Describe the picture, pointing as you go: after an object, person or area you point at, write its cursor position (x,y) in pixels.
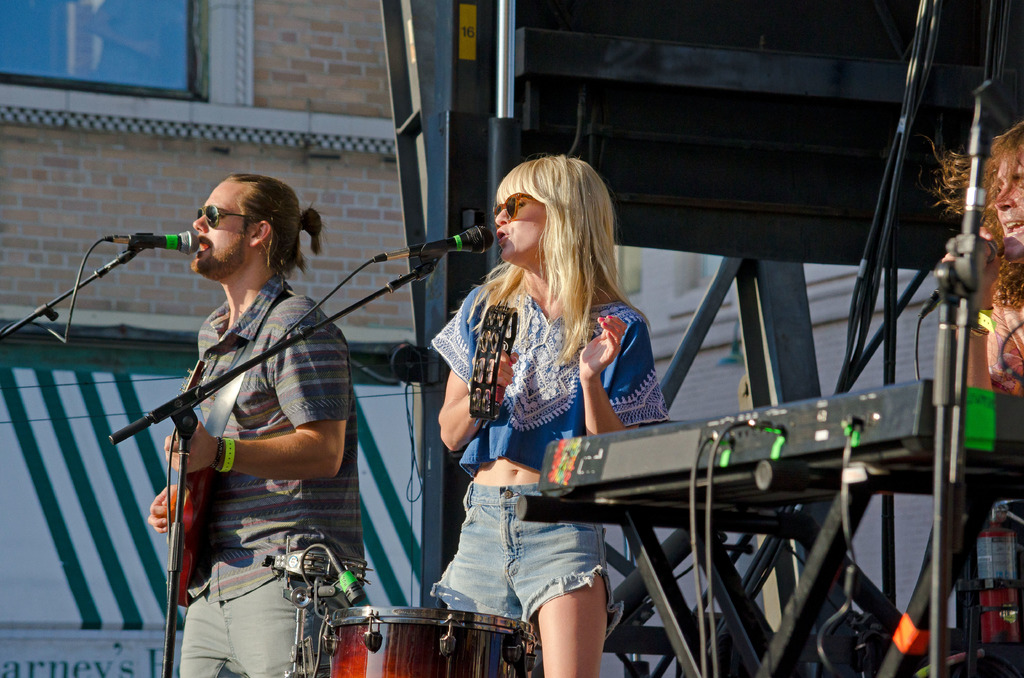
There are 3 people (645,377) on the stage (425,439) performing by playing musical instruments (488,344) and singing. In the background (305,137) there is a building (290,36), window (63,61).
